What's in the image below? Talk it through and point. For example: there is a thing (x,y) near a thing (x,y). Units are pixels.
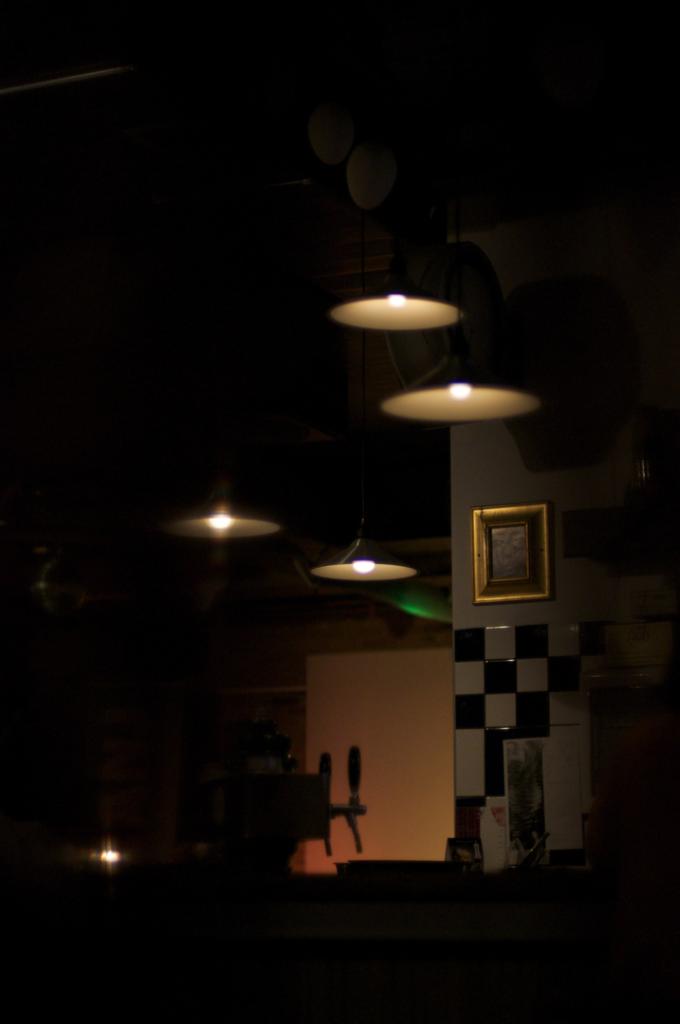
This picture is inside view of a room (441,589). we can see some lights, photo frame (528,552), wall (571,602), tiles (556,707) and some objects (468,842) are present.
